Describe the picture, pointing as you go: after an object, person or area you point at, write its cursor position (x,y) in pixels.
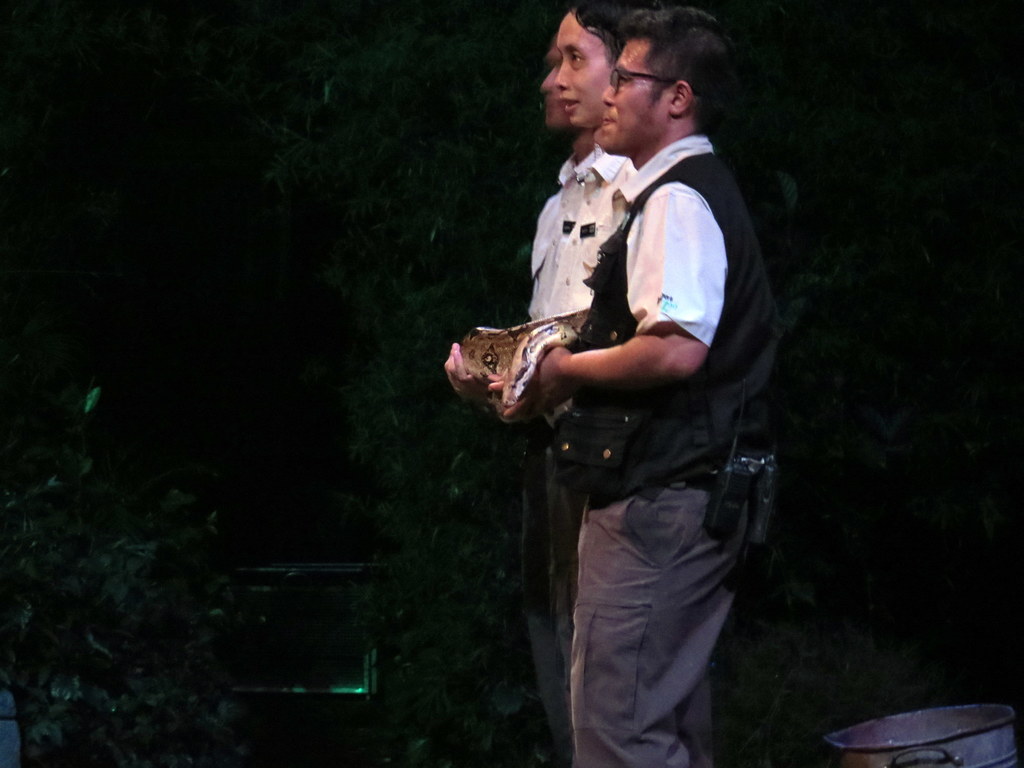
In this image, we can see some people (542,255) standing and holding an object (532,363) in their hands (563,365).
